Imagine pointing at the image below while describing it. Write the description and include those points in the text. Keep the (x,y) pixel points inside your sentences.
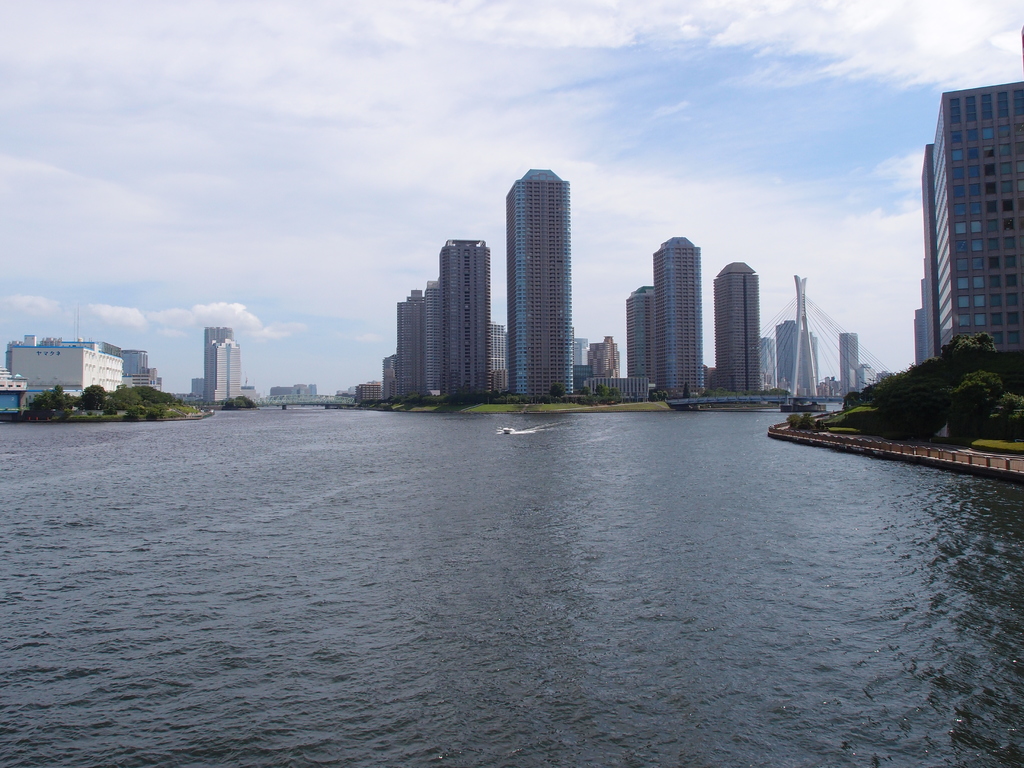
In this image we can see a few buildings (104,362), there are some trees (135,409), grass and water (530,535), in the water (704,447) we can see a boat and in the background (485,172) we can see the sky (542,156) with clouds (542,156).
